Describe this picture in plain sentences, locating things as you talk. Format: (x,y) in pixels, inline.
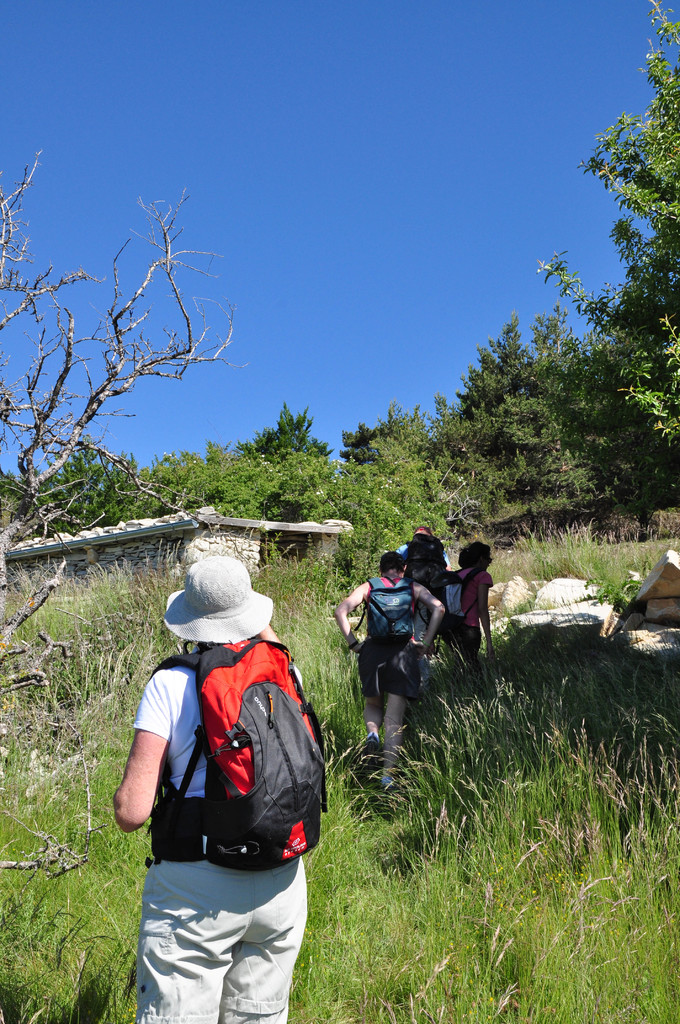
In this image there is grass (486,895) and a woman (197,768) standing she is wearing a hat (202,620) and carrying a black color bag (256,767). And some peoples (417,616) are walking there are lot of trees (505,381) and there is a sky (177,178) which is in blue color.
